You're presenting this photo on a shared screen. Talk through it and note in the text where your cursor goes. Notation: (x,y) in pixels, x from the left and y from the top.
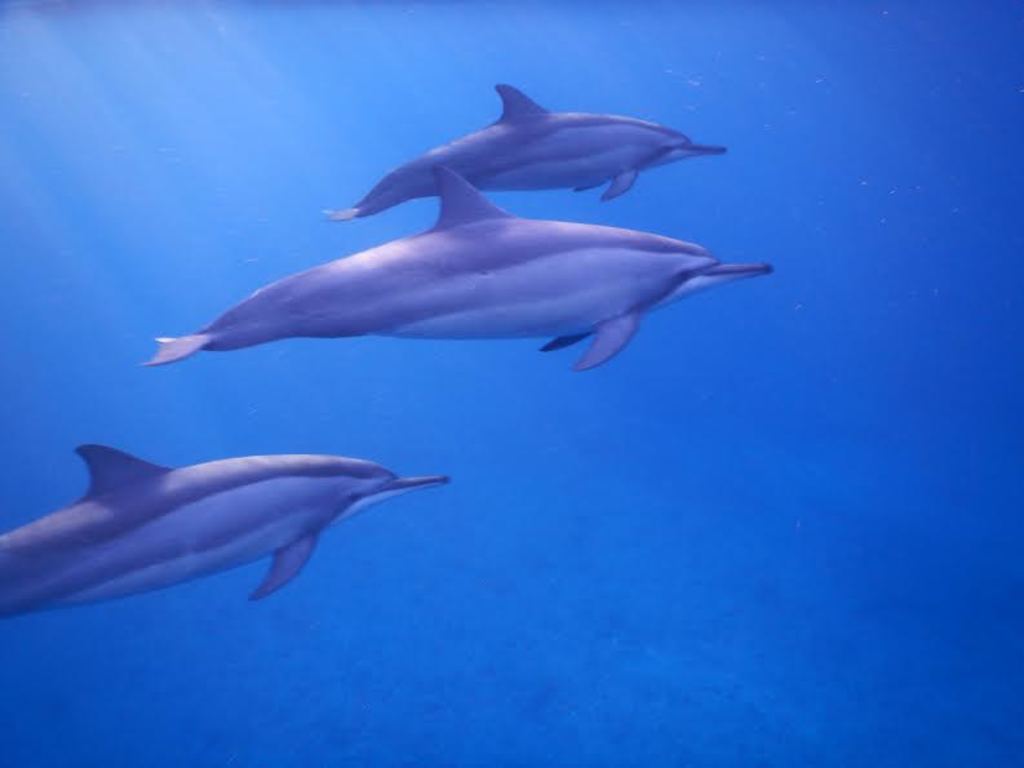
This picture is taken in the water (491,463). In this image, in the middle (433,268), we can see two dolphins (648,153), which are in the water (377,363). On the left side (135,527), we can also see another dolphin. In the background (375,144), we can see blue color.
